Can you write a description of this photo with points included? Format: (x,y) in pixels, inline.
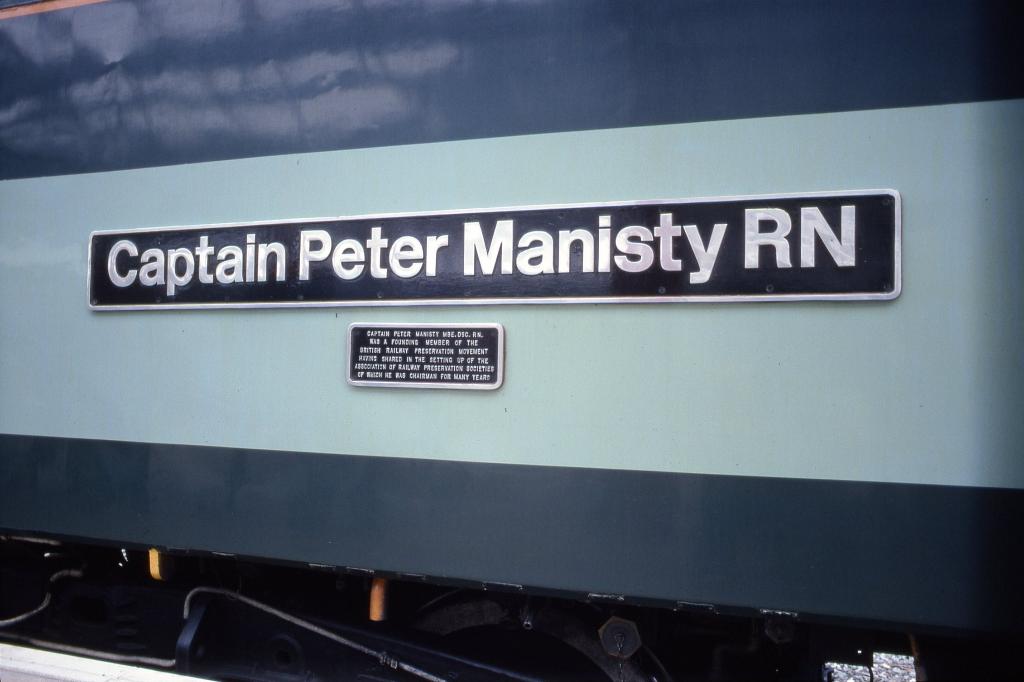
In this image there is an object (72,459) that looks like a train (539,347), there are boards (388,299) on the train (400,311), there is text (466,263) on the boards (387,291).
